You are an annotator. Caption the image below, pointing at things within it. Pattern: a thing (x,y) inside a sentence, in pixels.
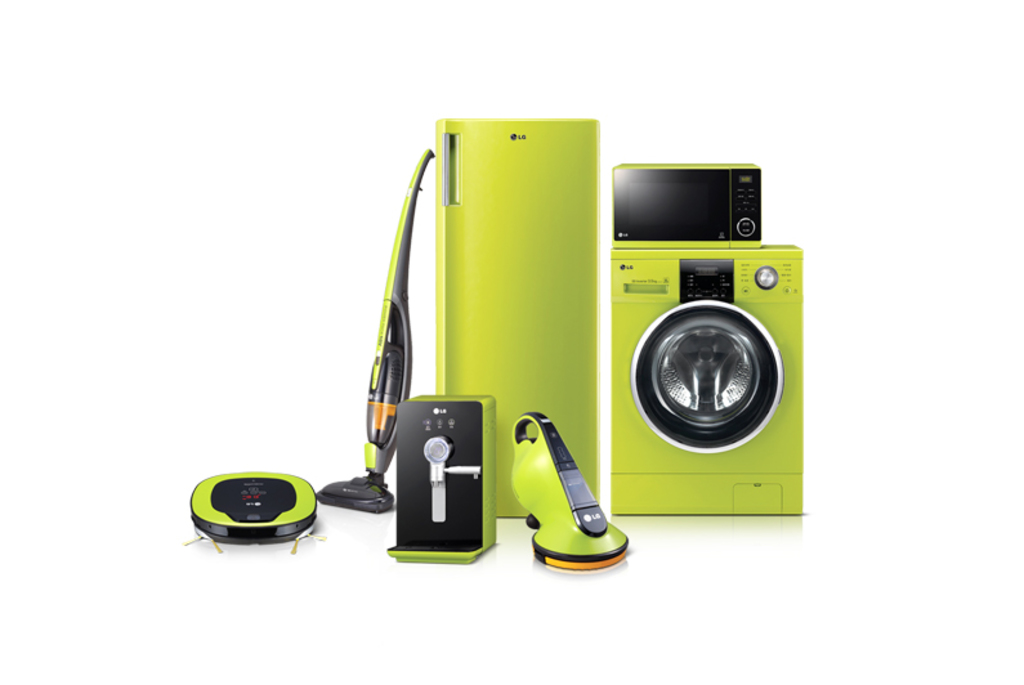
In this picture there is a washing machine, refrigerator (483,281), oven (753,194), and other electronics (377,353) in the image.
